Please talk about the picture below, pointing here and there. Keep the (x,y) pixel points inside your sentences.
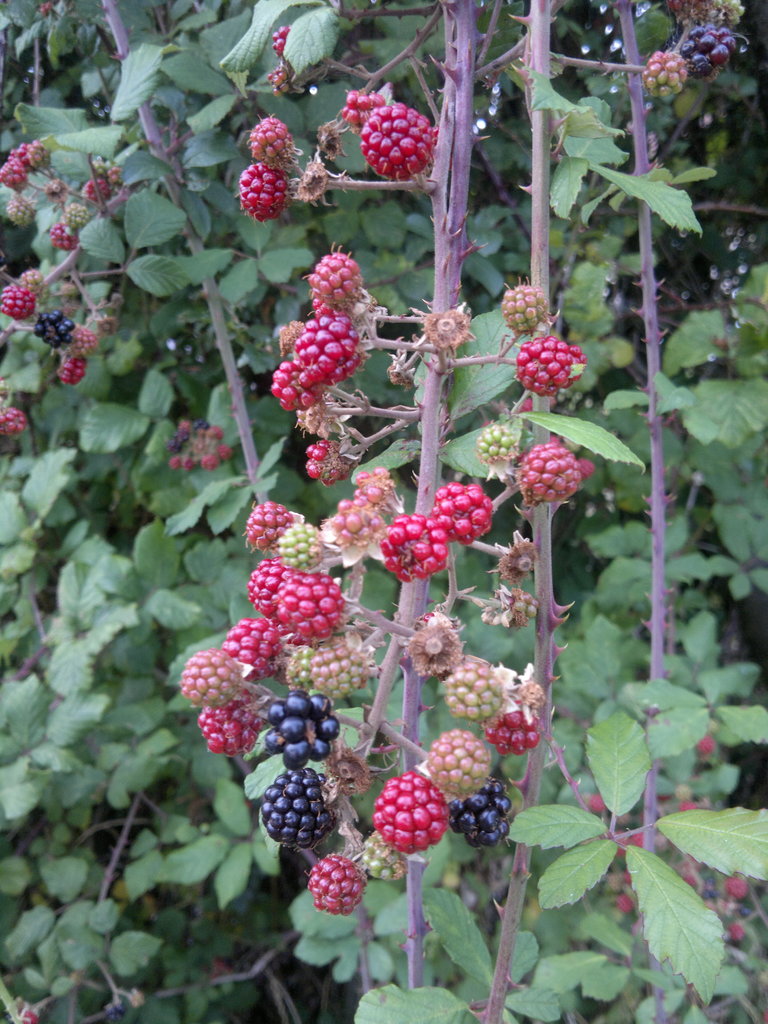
In this picture I can see some fruits (267,802) to the trees (137,510).
